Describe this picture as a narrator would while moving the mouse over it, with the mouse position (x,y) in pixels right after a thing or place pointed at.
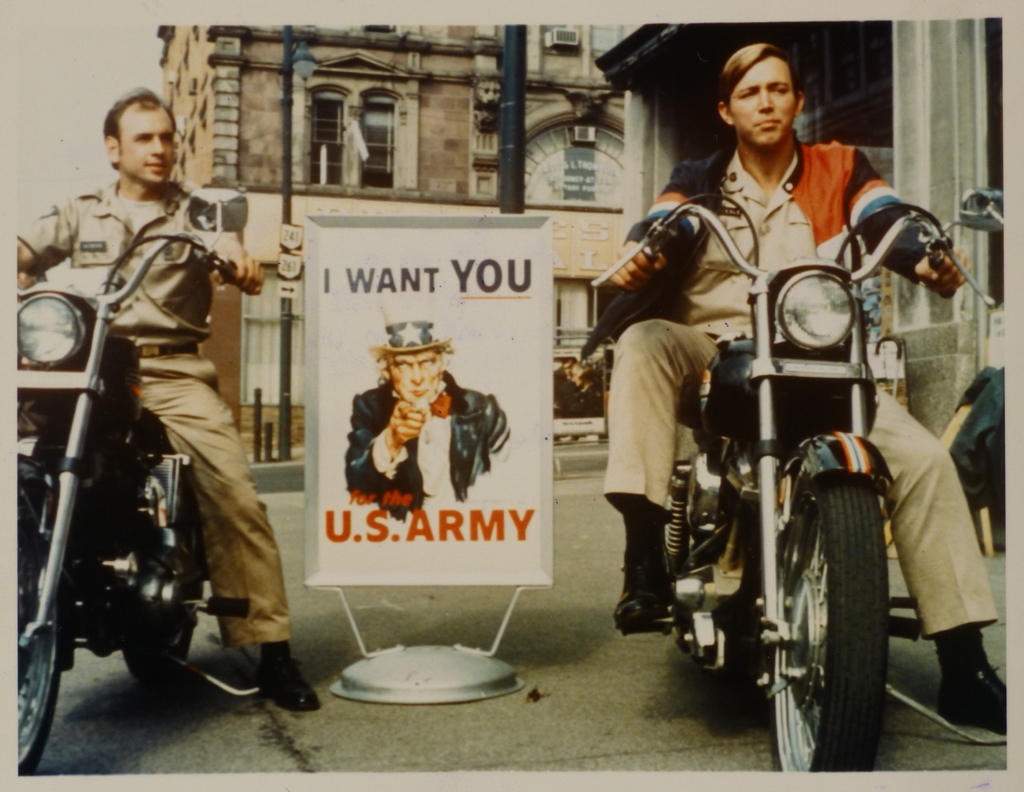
In this picture two guys (193,340) are sitting on a bike (727,441) and between them there is a poster (376,489) named I WANT YOU US ARMY. There are buildings (464,115) in the background (662,100).
